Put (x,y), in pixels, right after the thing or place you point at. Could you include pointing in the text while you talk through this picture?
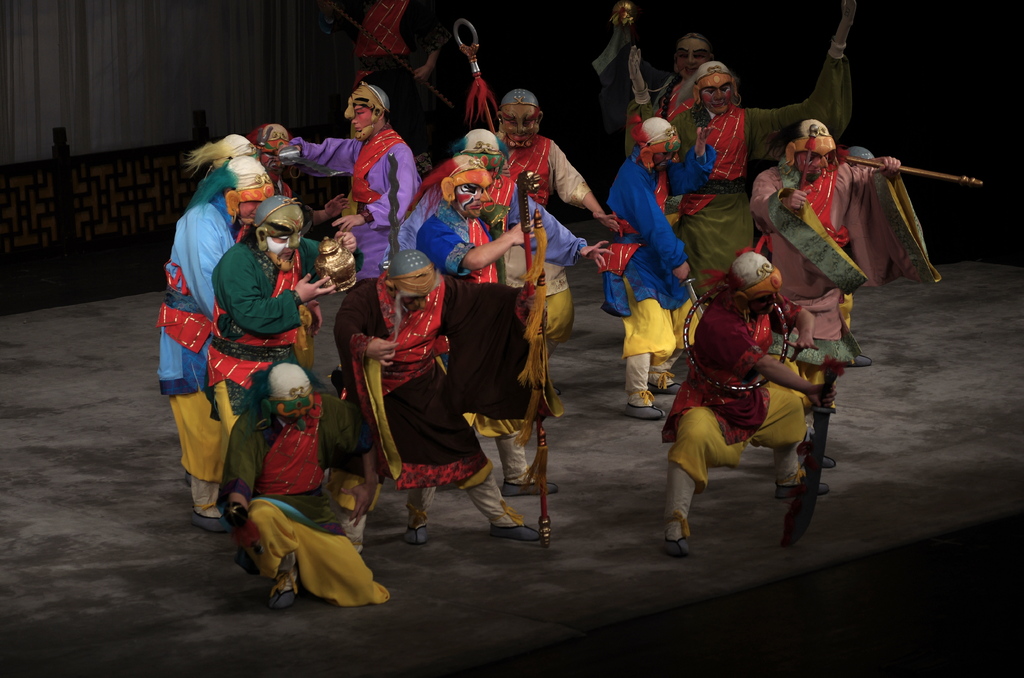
In this image, I can see a group of people (729,171) dancing. They wore the fancy dresses (266,374). At the bottom of the image (145,584), I can see the floor (642,514). On the left side of the image (36,174), It is looking like a wooden fence (159,177). At the top of the image (395,68), I can see a person (377,28) standing and holding an object (379,45).
